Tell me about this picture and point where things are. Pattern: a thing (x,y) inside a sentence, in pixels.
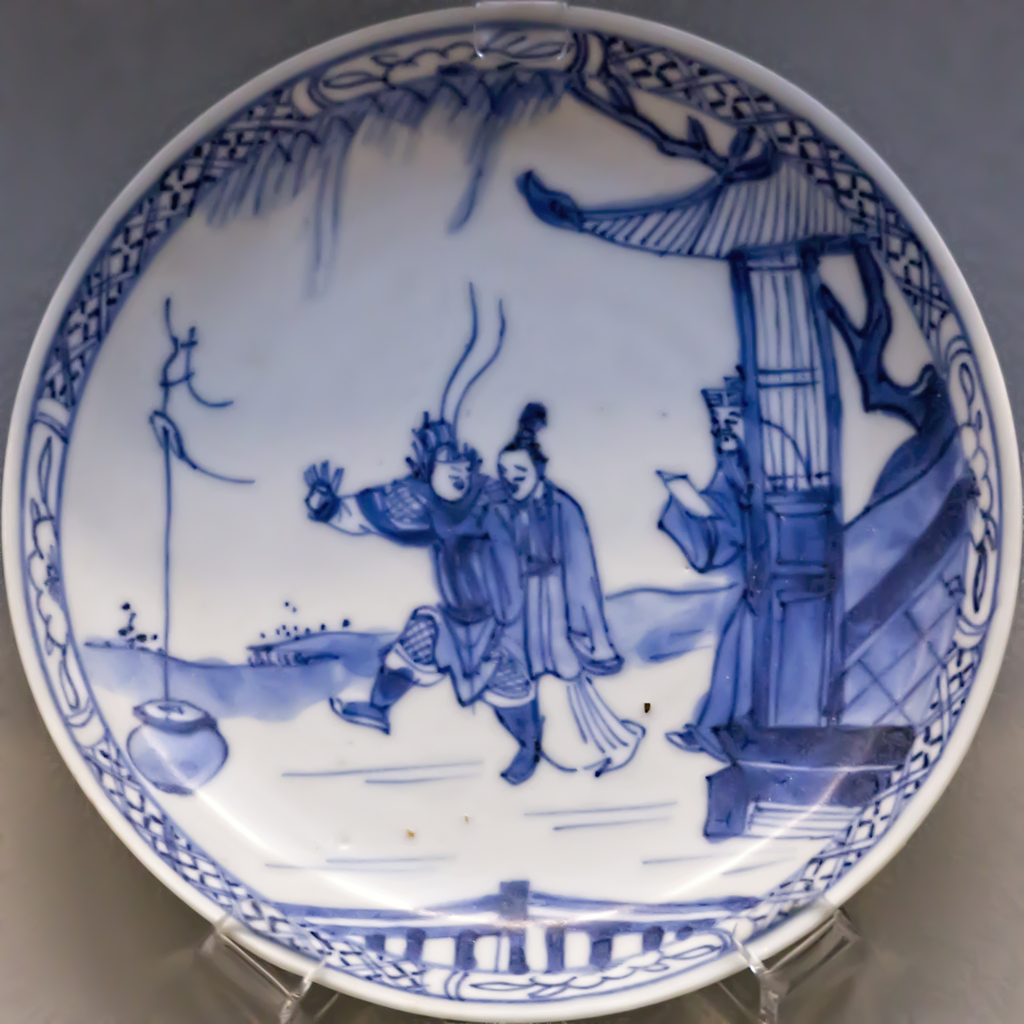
In this image I can see the plate (398,316) with blue color paint (426,618). And I can see the paint (408,643) of three people (477,544), pillar (776,513), branch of the tree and also the sky (405,296).
